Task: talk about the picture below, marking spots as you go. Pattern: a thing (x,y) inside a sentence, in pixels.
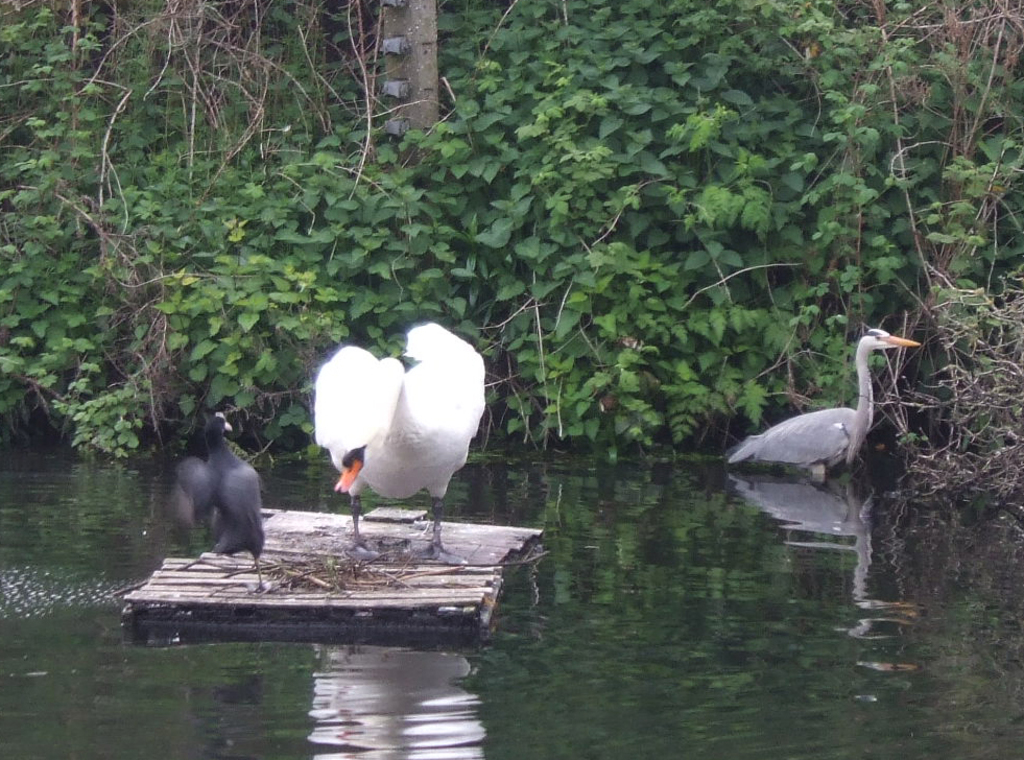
This image consists of a white swan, a black coot (248,488) and a grey heron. At the bottom (438,694), there is water (495,694). In the background (555,212), there are plants (784,251) and trees (609,217).
